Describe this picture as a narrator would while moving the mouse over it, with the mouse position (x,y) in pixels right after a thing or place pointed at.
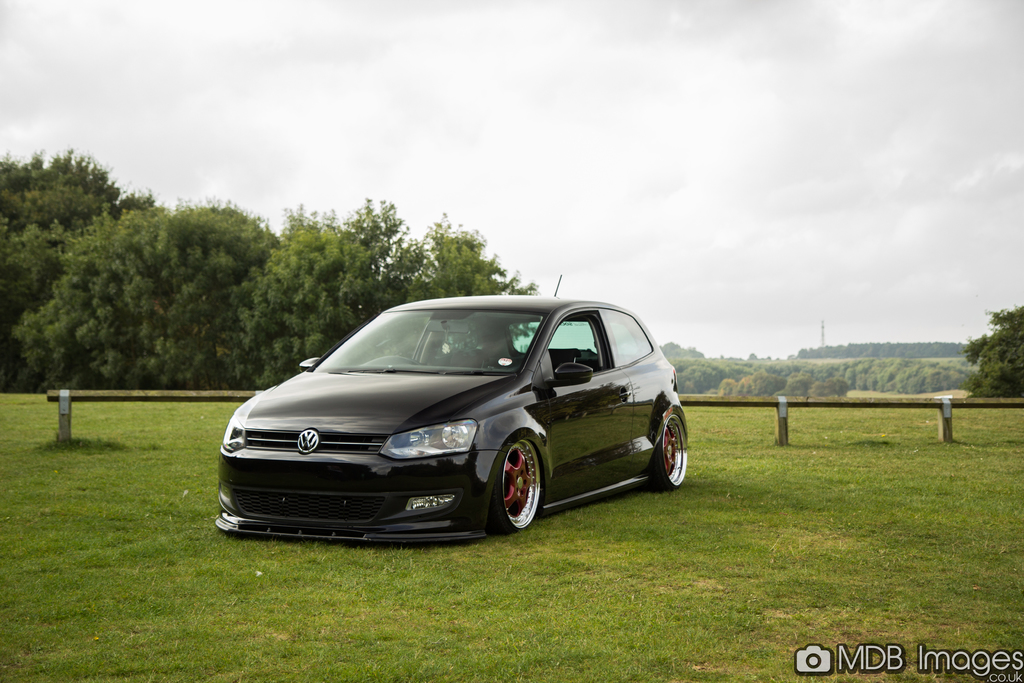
In this image there is a car (362,445) on the ground (368,627). In the background (302,286) there are trees (153,265). At the top (557,82) there is the sky (577,102). Behind the car (625,423) there is a wooden fence (789,398).
